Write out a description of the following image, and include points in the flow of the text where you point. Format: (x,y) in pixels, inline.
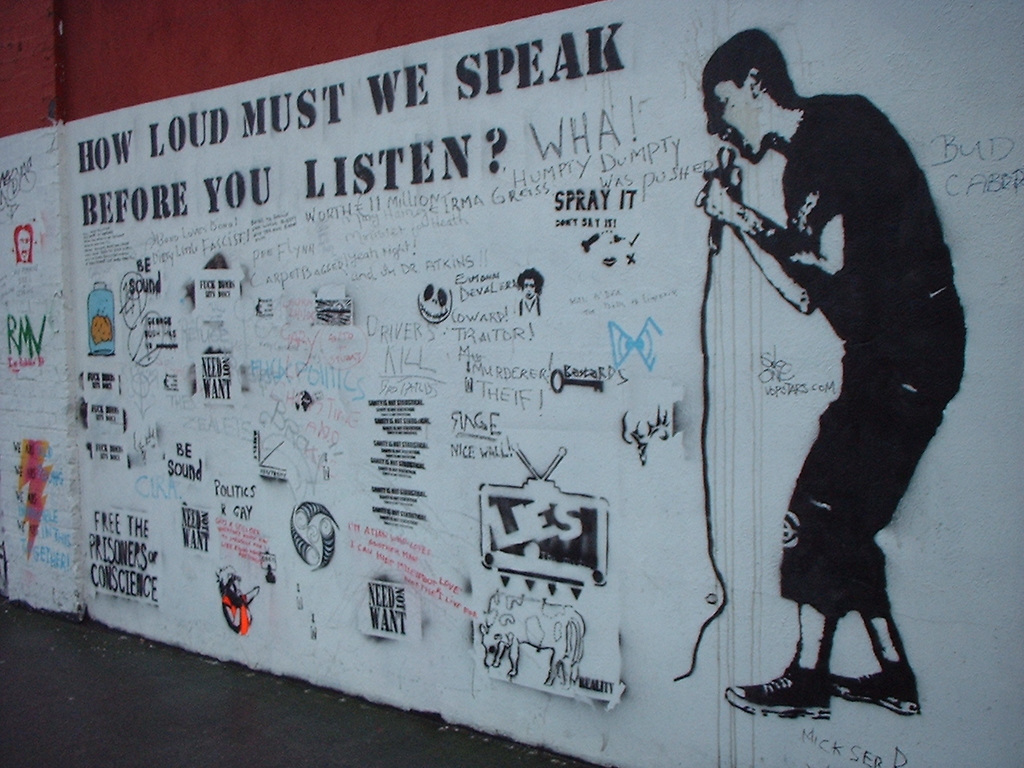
This image consists of paintings (820,132) and text (327,199) on a wall (500,416). This image is taken, may be on the road (77,656).
